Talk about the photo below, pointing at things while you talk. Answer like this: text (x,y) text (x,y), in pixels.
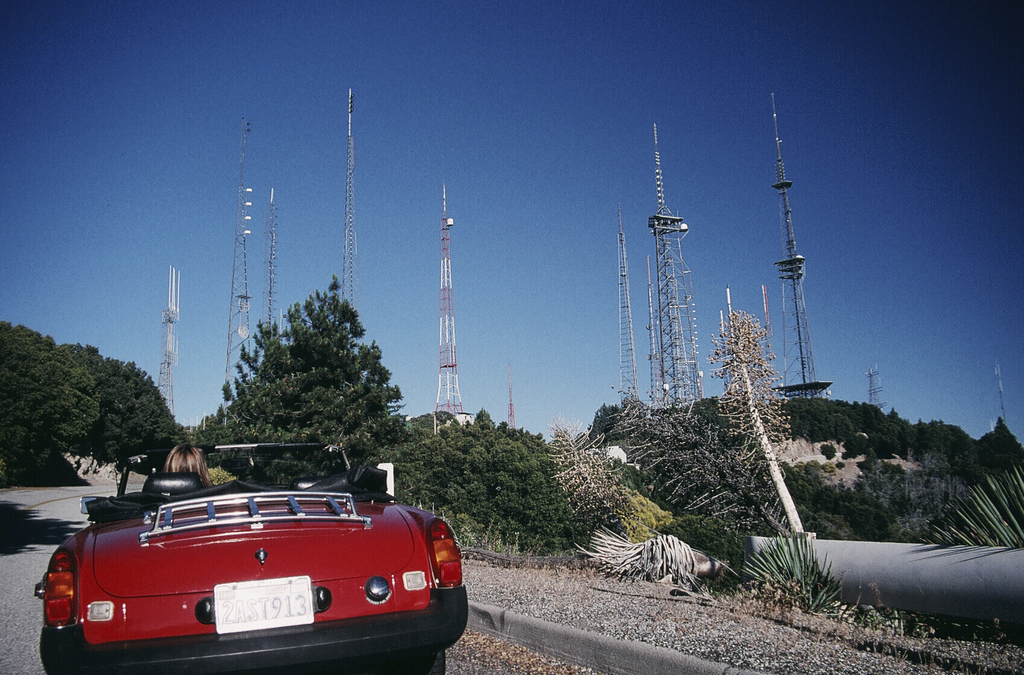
In this picture we can see a person (186,468) is sitting in a car (202,512) and the car (221,514) is on the road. In front of the people (173,463) there are trees (646,467), electric towers (682,331) and a sky (582,120).
